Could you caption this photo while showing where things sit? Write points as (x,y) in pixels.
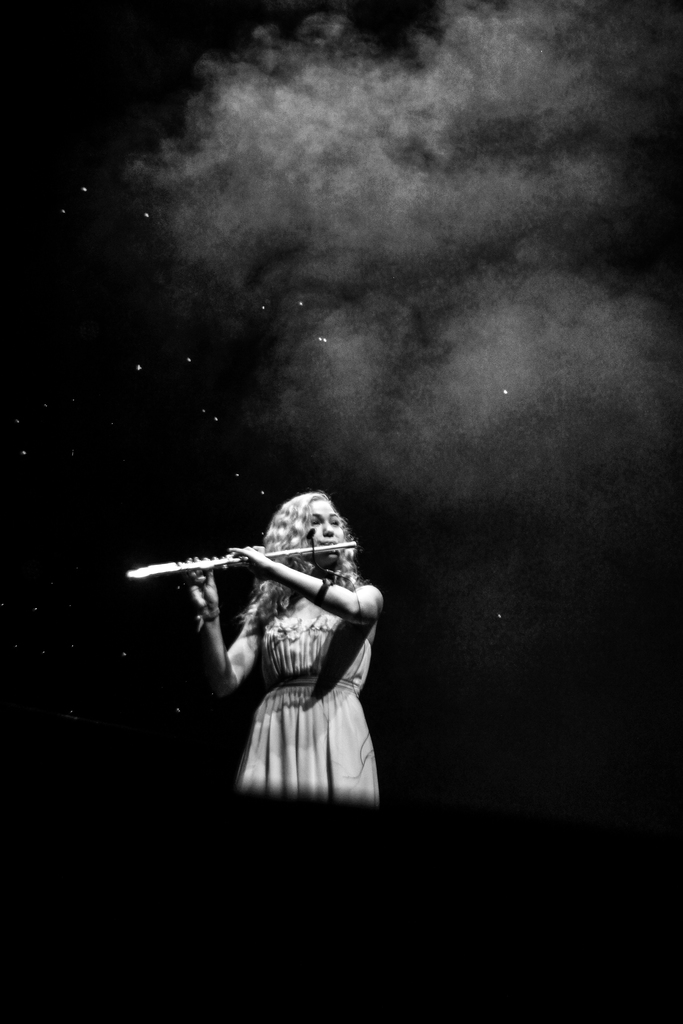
In the center of the picture (276,638) we can see a woman (278,620) playing a musical instrument (182,568). At the top (333,165) there is smoke (410,167), Around the woman (289,773) it is dark.
